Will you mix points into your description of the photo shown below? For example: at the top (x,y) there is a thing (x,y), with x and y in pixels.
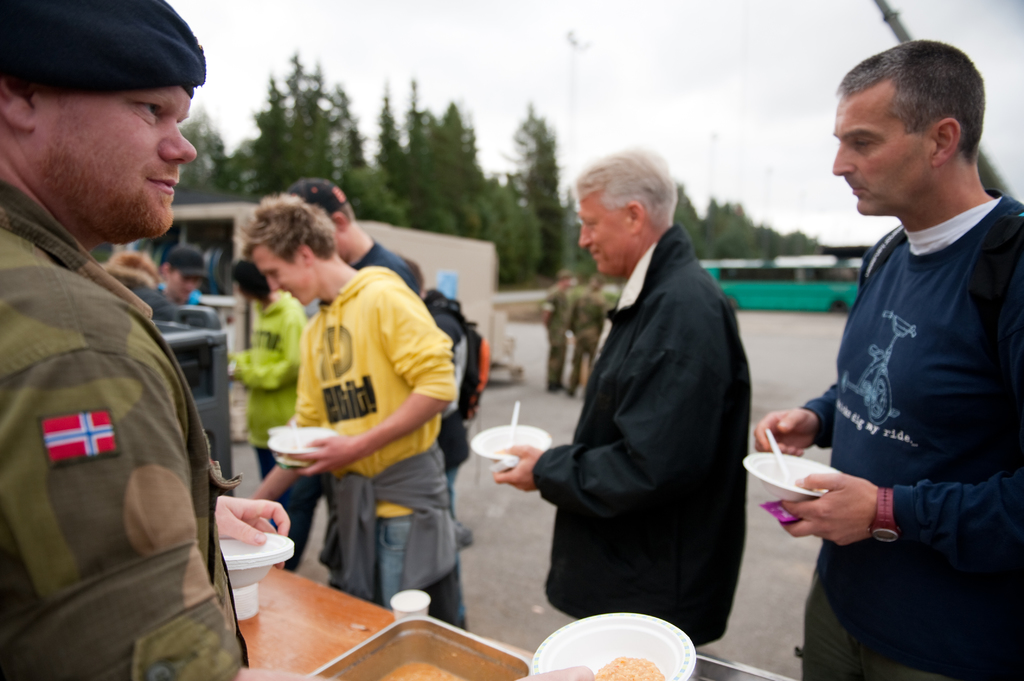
This is an outside view. Here I can see few people (727,446) holding bowls (290,447), spoons (779,460) in the hands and standing around the table (356,616). On the table (335,607) there are few glasses (414,596) and bowls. On the left side (205,225) there is a shed (468,288). In the background (784,285) there is a bus (726,272) and many trees (467,184). At the top of the image (618,43) I can see the sky (524,40).
